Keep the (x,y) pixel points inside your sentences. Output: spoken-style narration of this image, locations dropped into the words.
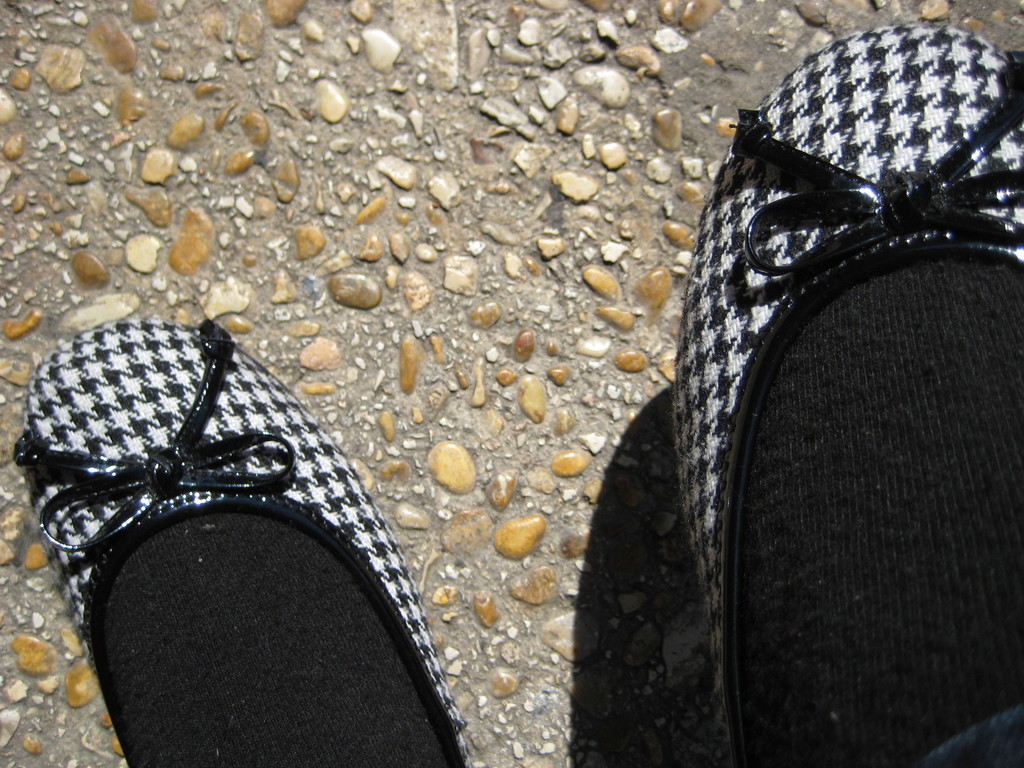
In this image we can see a person (330,569) wearing shoes (680,473) and socks (871,649). In the background (384,268) there are stones (360,281).
